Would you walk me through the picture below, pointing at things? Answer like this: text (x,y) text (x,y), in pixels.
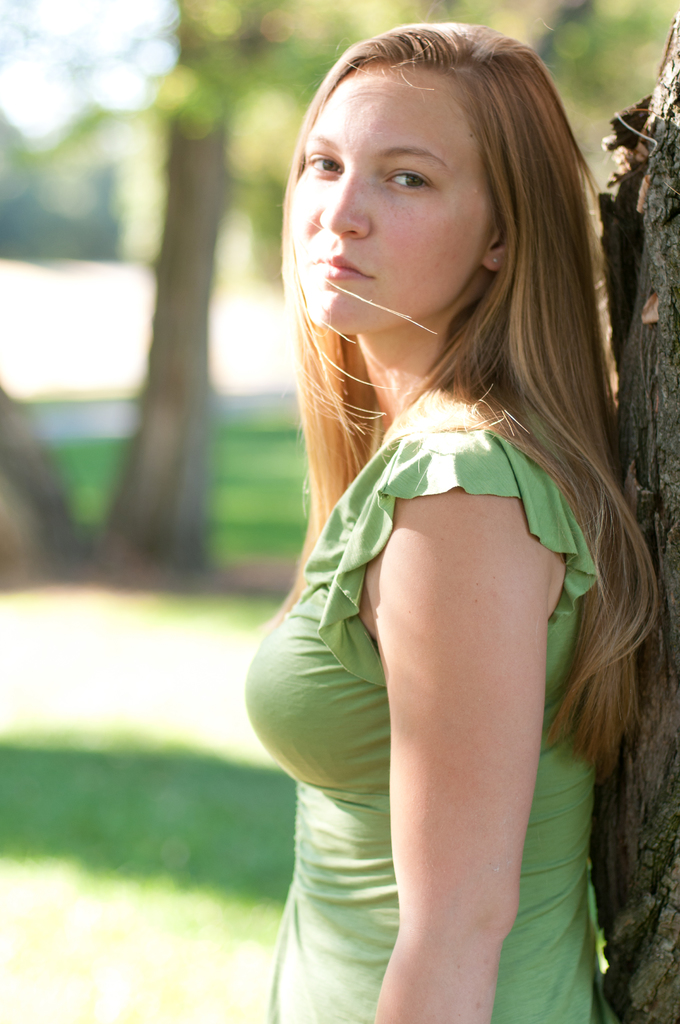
In this image there is a person (318,817) standing, there is a bark (666,931) of the tree (675,634) on the right corner (677,732). It looks like there is grass (166,970) at the bottom (90,980). There are trees (280,36) in the background (579,50).
